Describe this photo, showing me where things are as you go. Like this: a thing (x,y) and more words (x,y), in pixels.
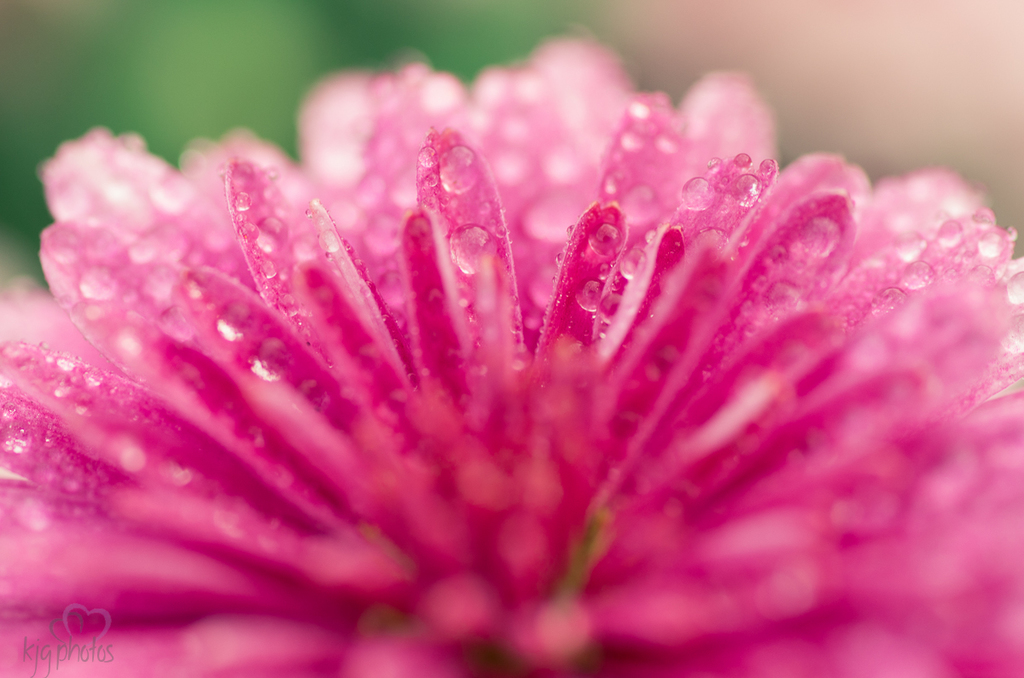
In the picture I can see a pink color flower (751,527) and dew (175,323) on it. The background of the image (161,47) is blurred, which is in green color. Here we can see the watermark (84,624) at the bottom left side of the image (84,636).
